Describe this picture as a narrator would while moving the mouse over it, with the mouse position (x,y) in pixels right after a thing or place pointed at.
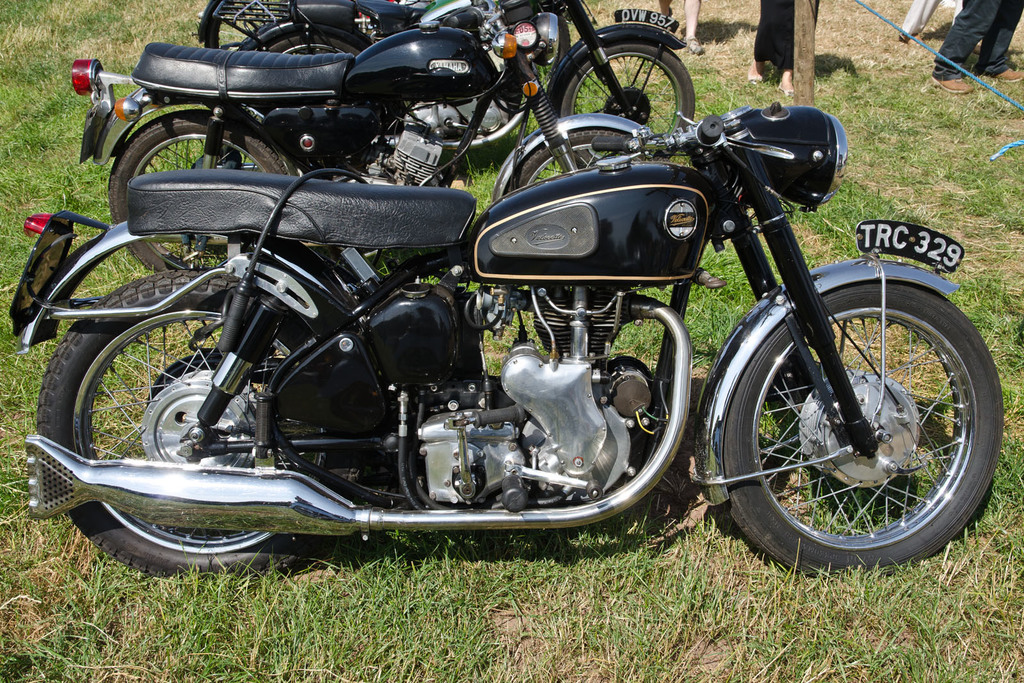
There are three bikes (435,155) which are in black color is on a greenery ground (688,553) and there are few people (959,36) standing in the right top corner (967,26).
